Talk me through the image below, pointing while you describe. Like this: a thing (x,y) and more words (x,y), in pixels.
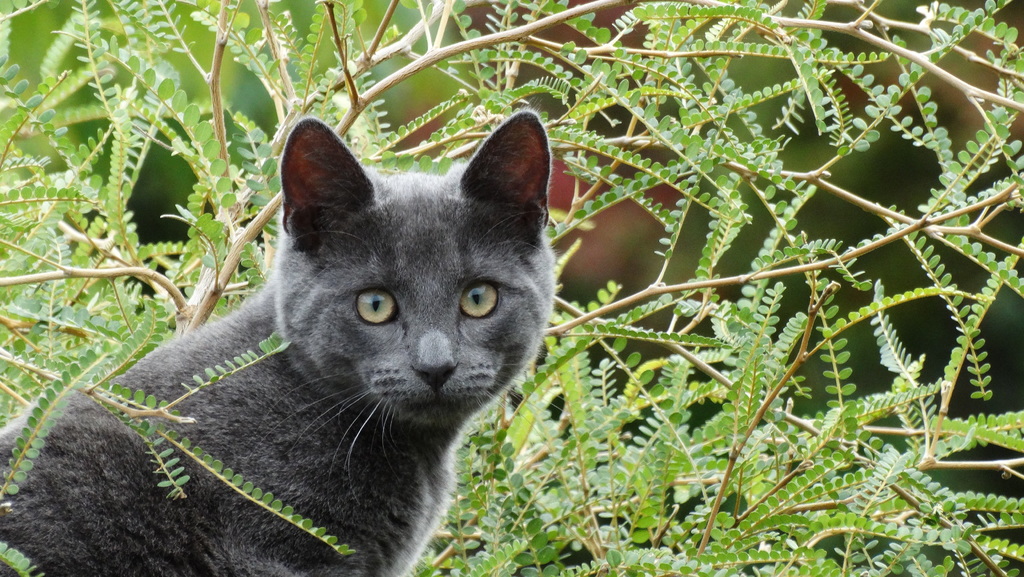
In this picture there is a cat (307,137) on the left side of the image (322,145) and there are leaves (1003,273) around the area of the image.
